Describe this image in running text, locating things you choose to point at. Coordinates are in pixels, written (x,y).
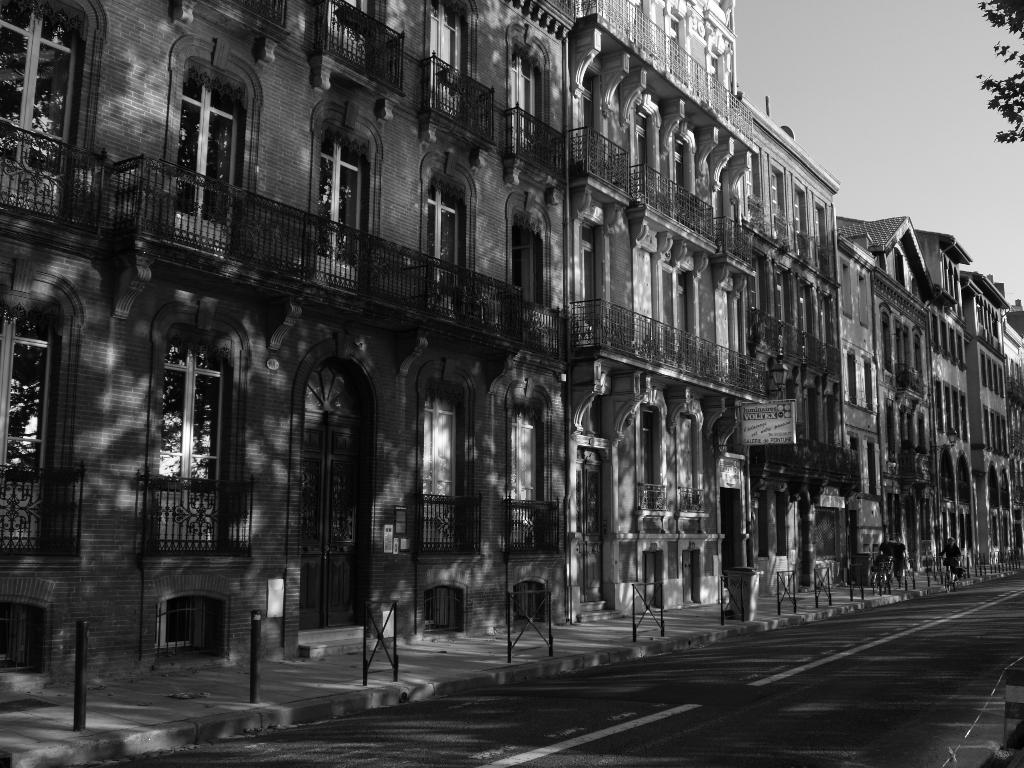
In this image I can see few buildings (602,379), number of windows (437,46), few poles (75,665), leaves (995,18) of a tree (1007,13) and I can also see lines (543,748) on road (822,651). I can see this image is black and white in colour.
